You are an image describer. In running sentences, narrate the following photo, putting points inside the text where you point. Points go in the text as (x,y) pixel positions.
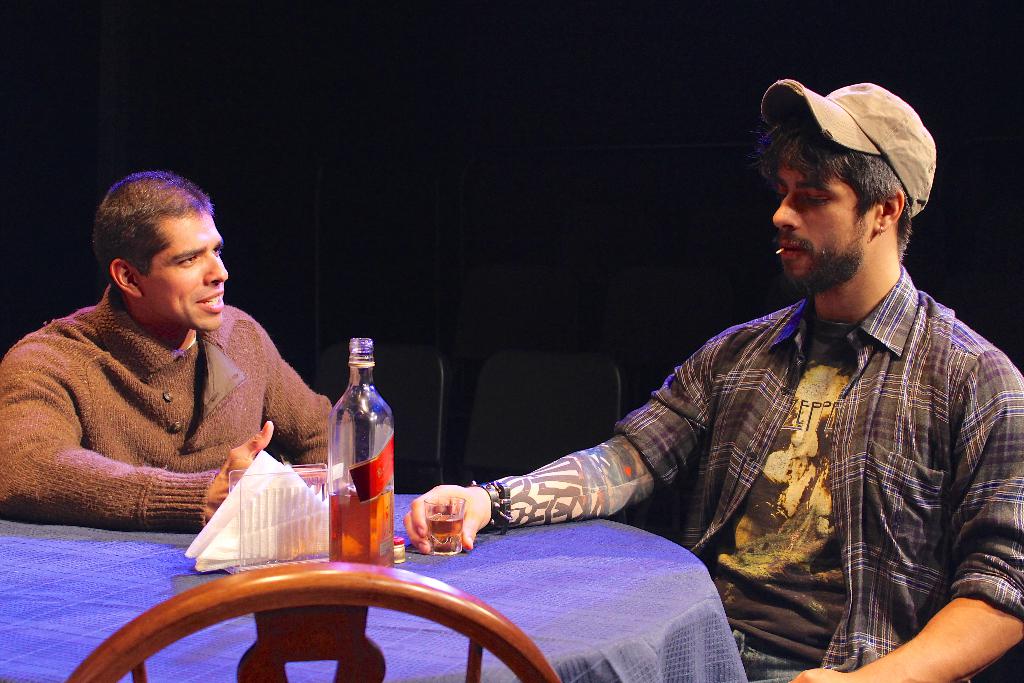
This image consists of a table (480,569) and two persons (759,466), one is sitting on the right side (854,535) the other is sitting on the left side (191,356). On the table (88,588) there is a bottle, tissue paper (295,518), glass (447,525). There are chairs (286,575) around this table (146,569). People (688,445) are sitting around the table (114,571) on chairs (328,393).
